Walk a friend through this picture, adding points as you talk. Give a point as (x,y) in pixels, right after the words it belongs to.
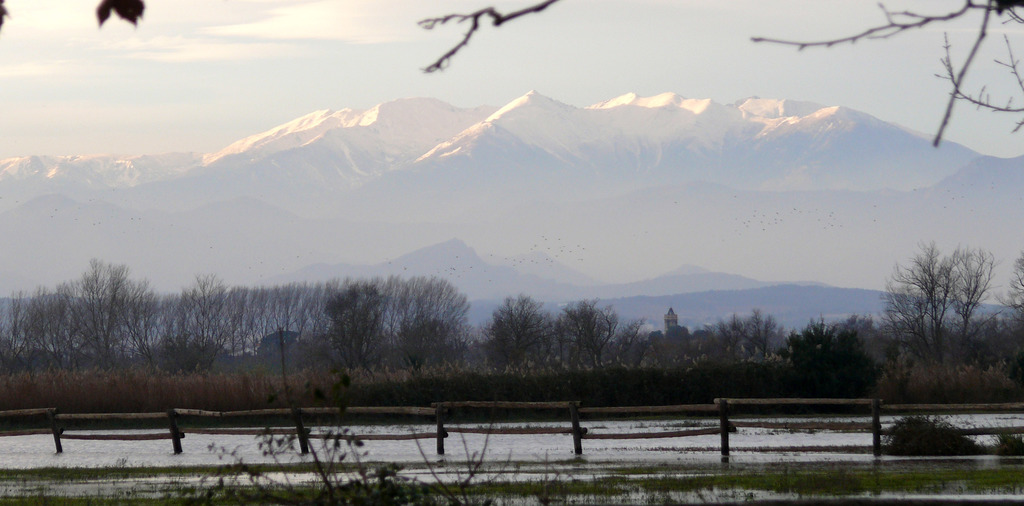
In this picture we can see fence (172,436), water (530,456), plants (299,500), trees (402,322), mountains (619,266) and in the background (244,71) we can see the sky (353,37).
